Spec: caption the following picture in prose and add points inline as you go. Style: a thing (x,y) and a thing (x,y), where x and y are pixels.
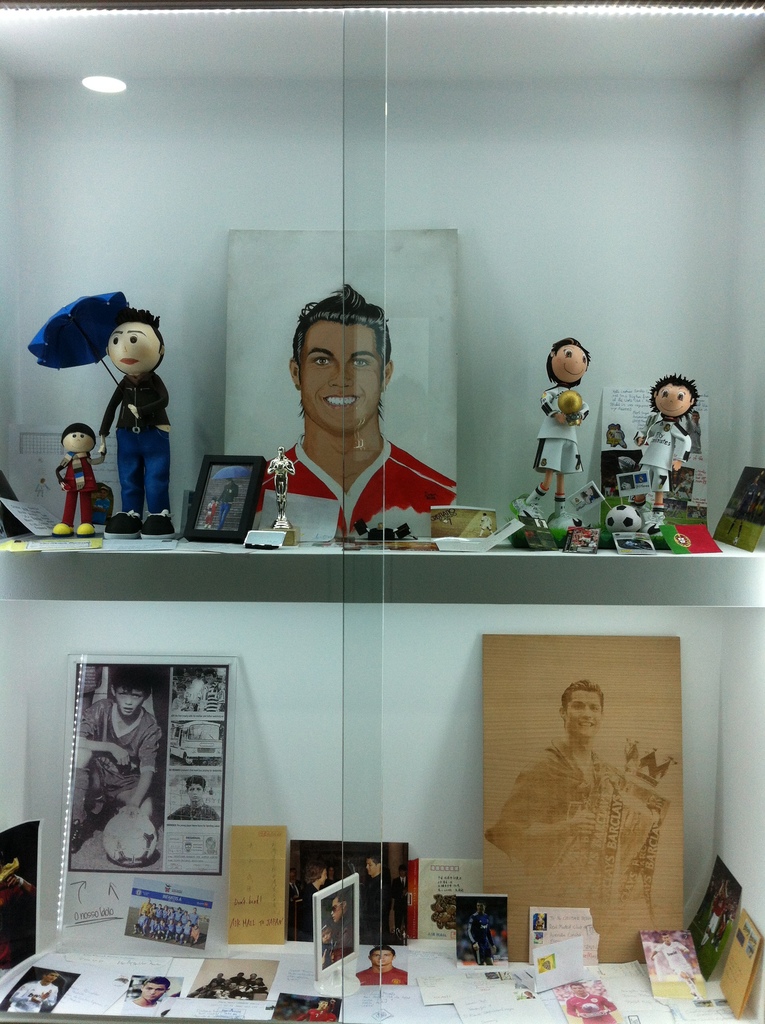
In this picture we can see frames (515,688) and toys (676,458). This is glass (305,138) and there is a light (93,86).
